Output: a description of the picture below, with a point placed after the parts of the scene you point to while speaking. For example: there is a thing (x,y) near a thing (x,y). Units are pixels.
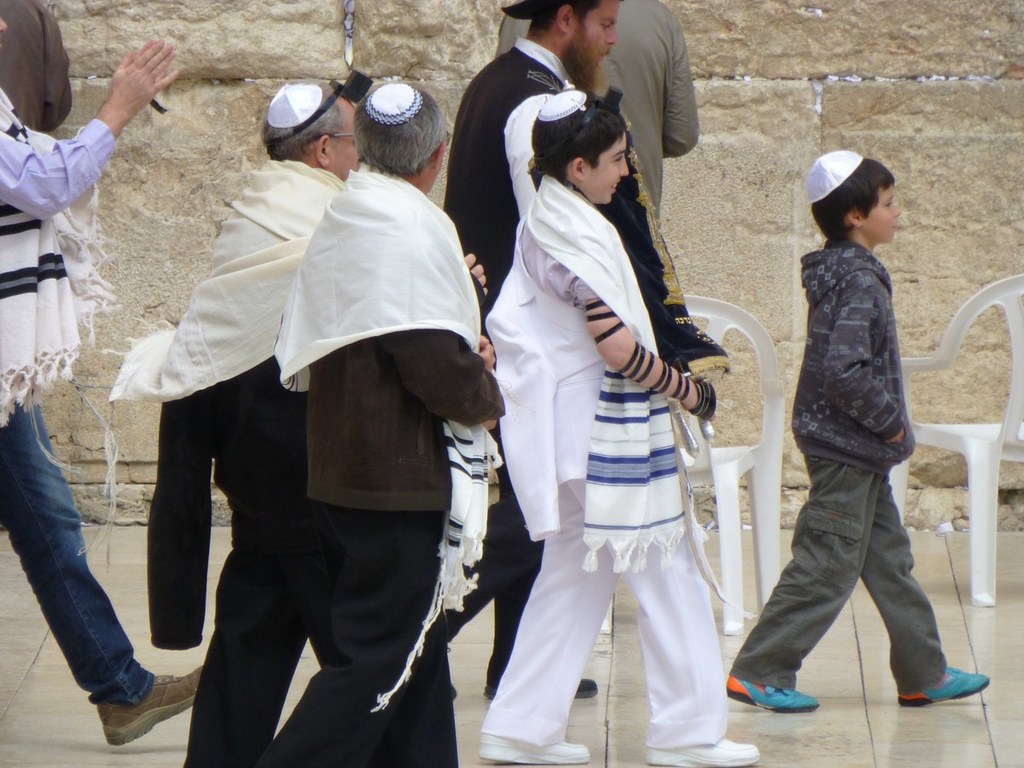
In this image there is a floor (972,623) at the bottom (483,634). There are people (497,114) and chairs (1014,333) in the foreground (706,484). And there is a wall (984,12) in the background (87,387).
